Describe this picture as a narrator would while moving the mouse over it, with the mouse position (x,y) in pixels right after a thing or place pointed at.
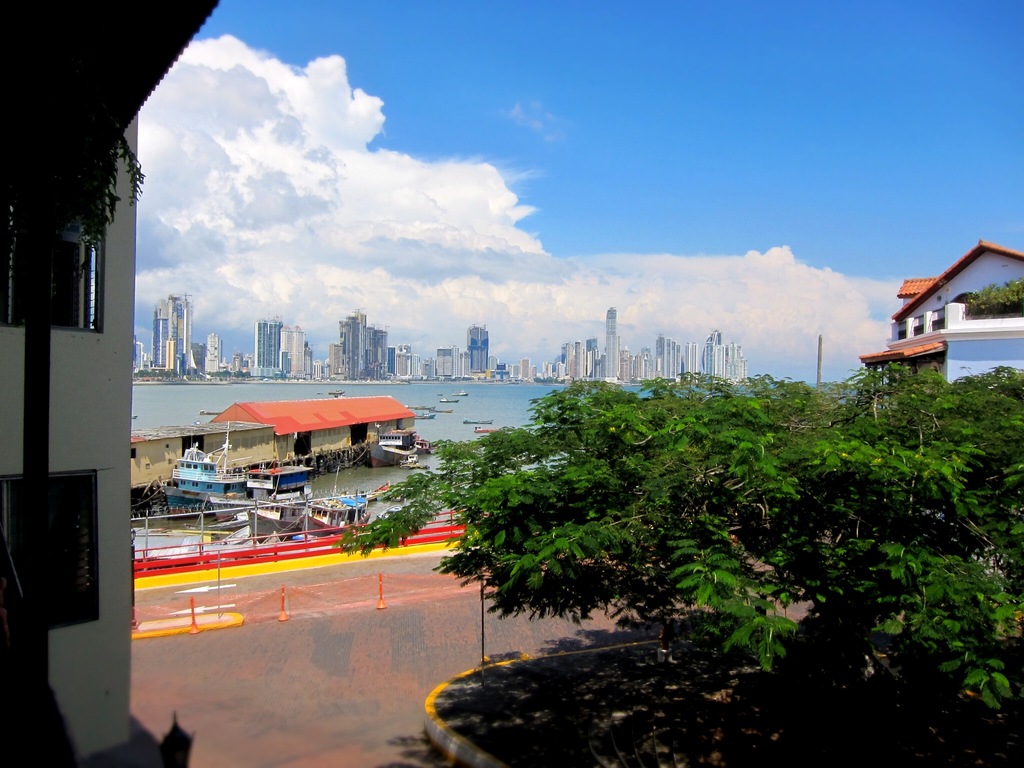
In the center of the image (527,397) there is a lake (524,409) and we can see boats (380,449) on the lake (447,433). At the bottom (617,569) there are trees (713,598). In the background (958,316) there are buildings (184,303) and sky (367,273).
